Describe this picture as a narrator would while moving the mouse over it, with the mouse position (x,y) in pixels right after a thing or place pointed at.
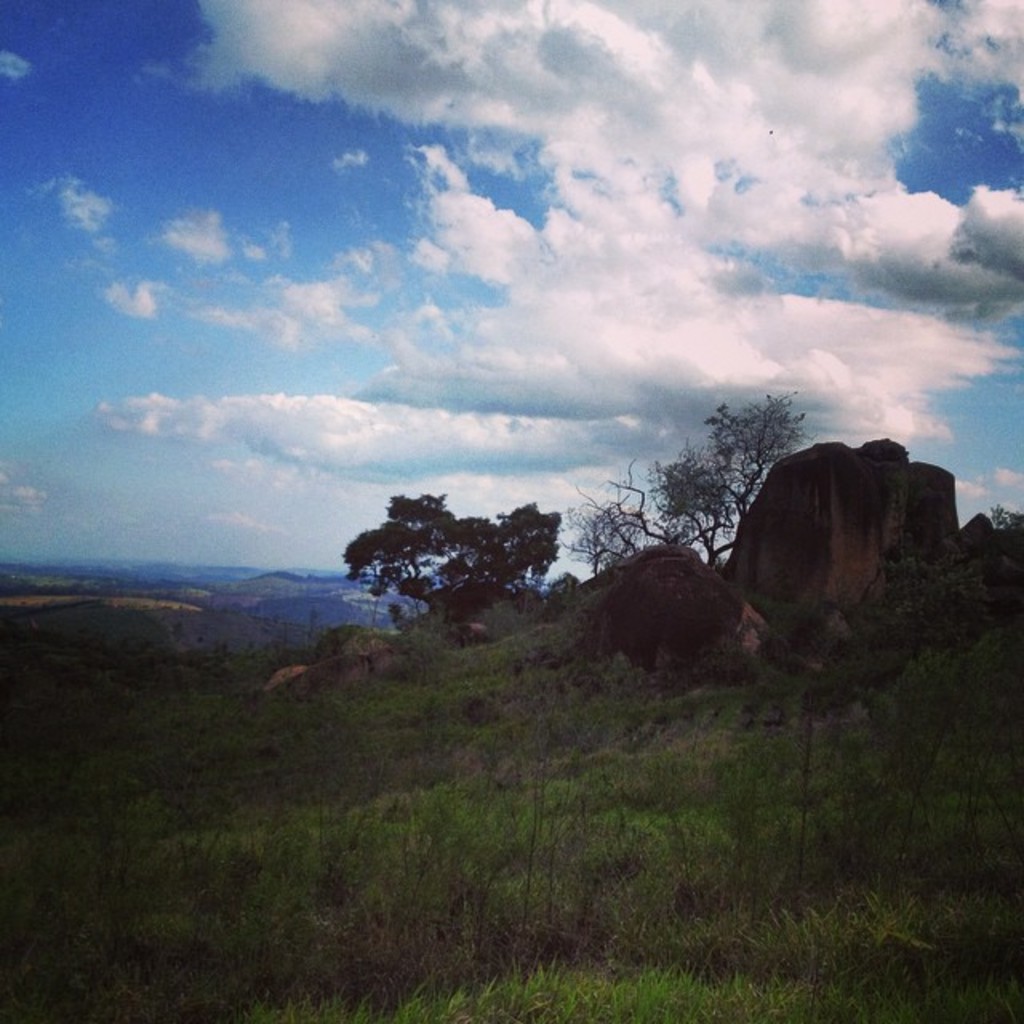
In this image there are grass (872,804), trees (728,519), hills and the sky (255,345).
